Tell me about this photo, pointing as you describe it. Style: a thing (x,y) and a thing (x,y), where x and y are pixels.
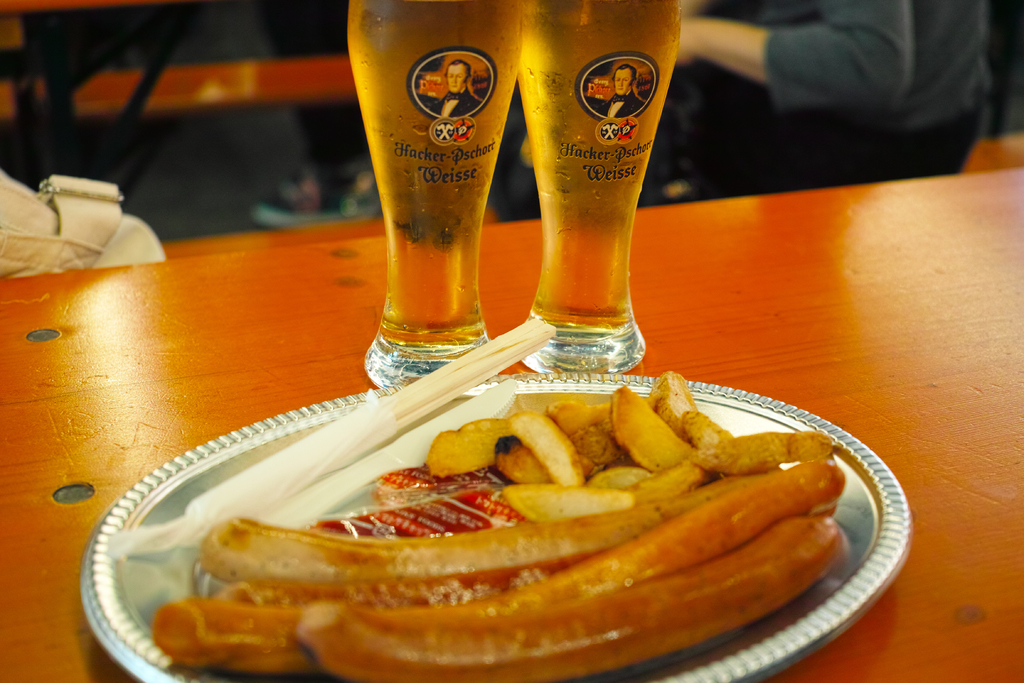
In this picture I can see food (481,578) in the plate (205,678) and I can see couple of glasses (475,108) on the table (381,293) and I can see a human (738,74) in the back (911,1) and a bag (125,239) on the left side of the picture (76,210).
